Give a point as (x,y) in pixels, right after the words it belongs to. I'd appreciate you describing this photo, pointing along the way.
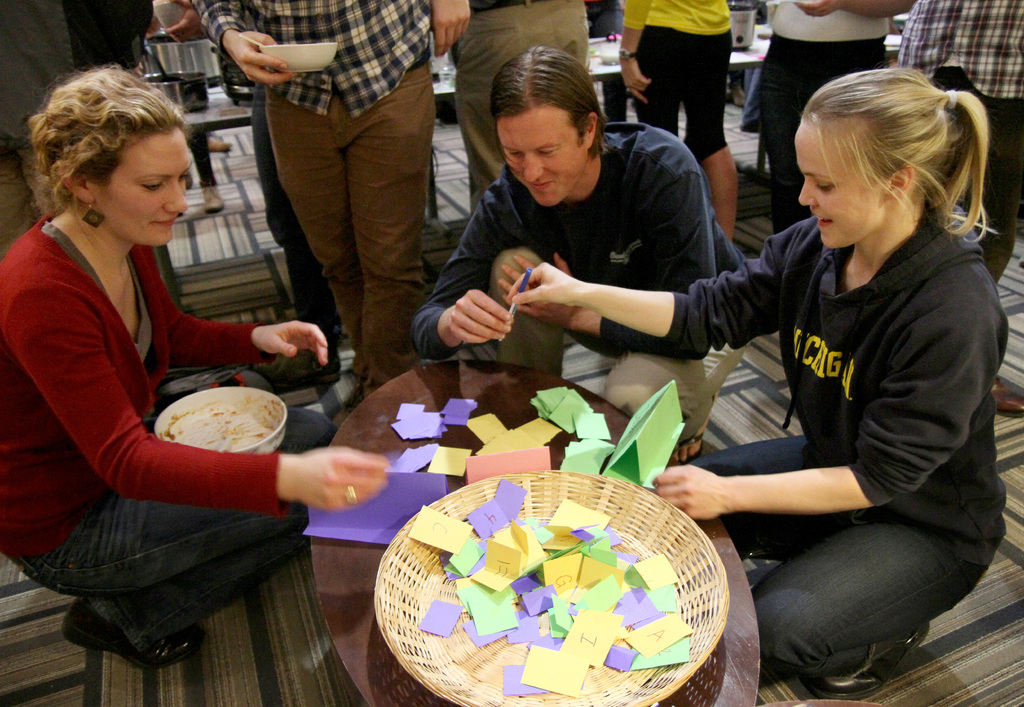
In this picture there are two persons (855,280) holding a pen (523,286) in their hands (519,299) and there is another person (203,338) carrying a bowl (226,418) on her laps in front of them and there is a table (517,420) in between them and which has few color papers (540,554) and something written on it and there are few other persons (364,32) standing in the background (595,36).
